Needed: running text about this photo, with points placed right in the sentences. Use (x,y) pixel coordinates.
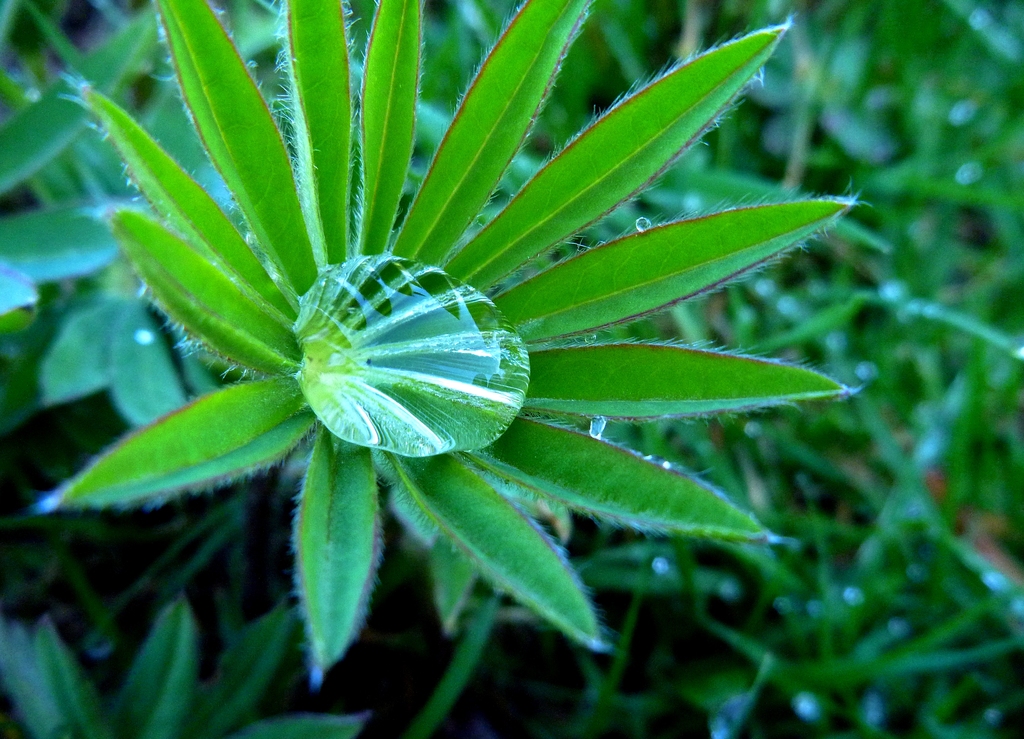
In this image we can see there are water drops (369,424) on the leaves (414,251) of a plant (527,406).
